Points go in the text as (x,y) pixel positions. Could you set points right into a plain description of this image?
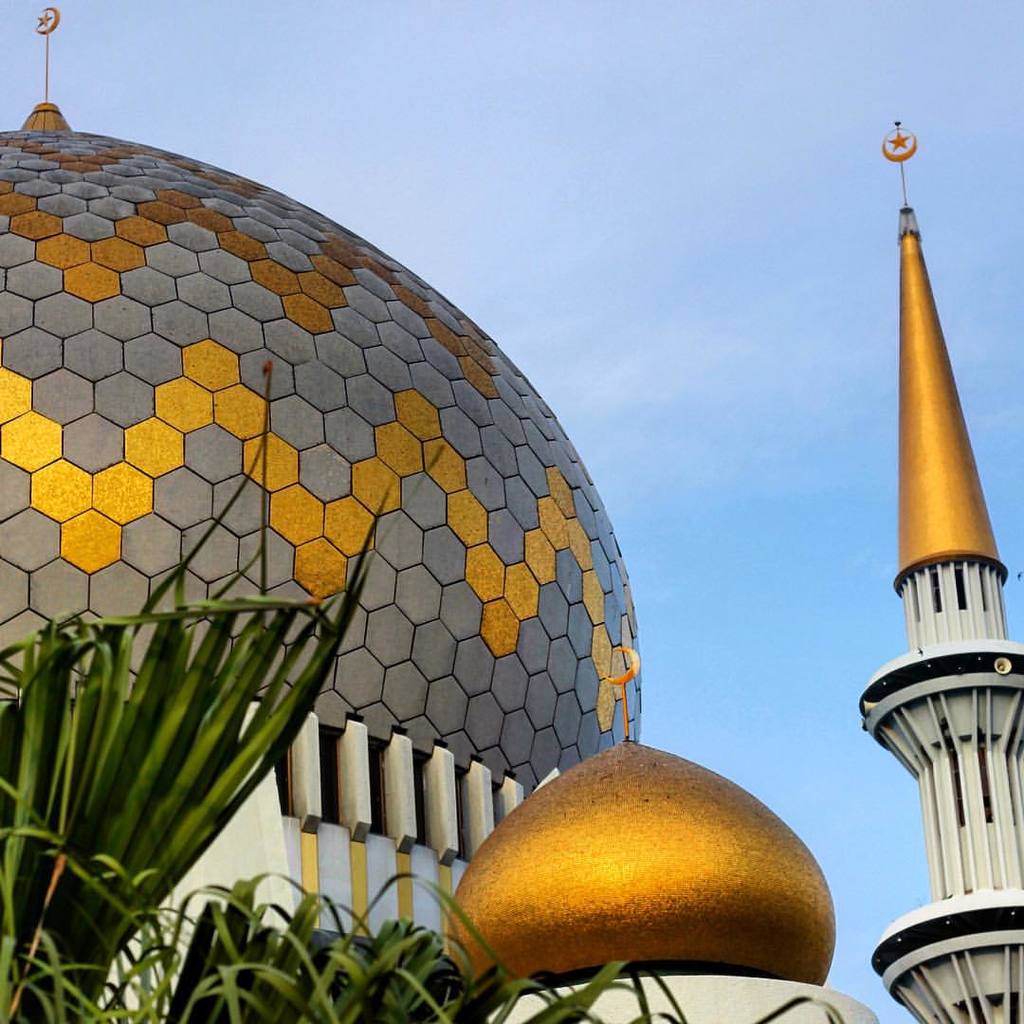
In this image we can see a dome (397,372), pillar (999,565), plants (60,818) and we can also see the sky (523,184).
